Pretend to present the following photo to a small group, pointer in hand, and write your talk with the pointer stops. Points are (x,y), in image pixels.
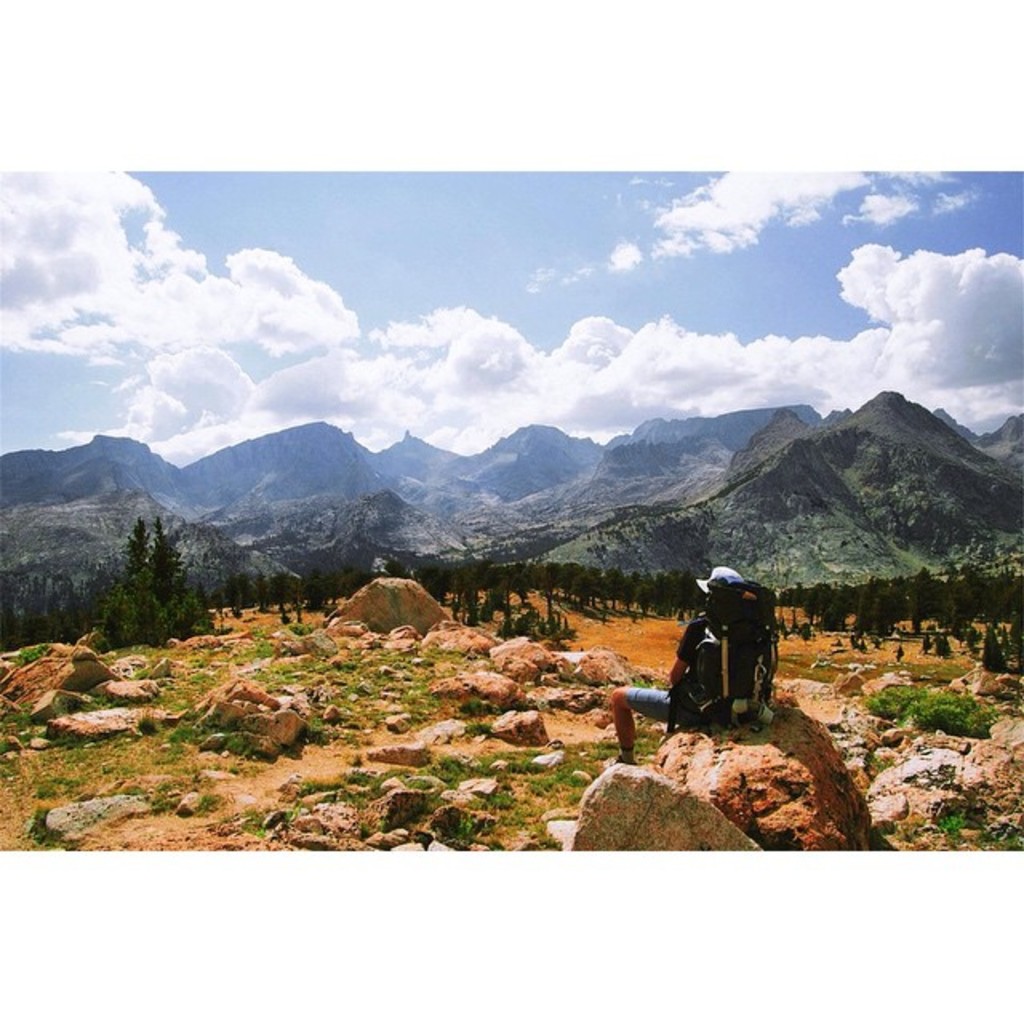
In this image I can see the ground (272,774), some grass (291,674) on the ground (305,676) and few rocks (436,687) which are brown in color. I can see a person (689,716) wearing black color bag (741,653) is sitting on the rock (761,770). In the background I can see few trees (547,615), few mountains (690,532) and the sky (495,301).
